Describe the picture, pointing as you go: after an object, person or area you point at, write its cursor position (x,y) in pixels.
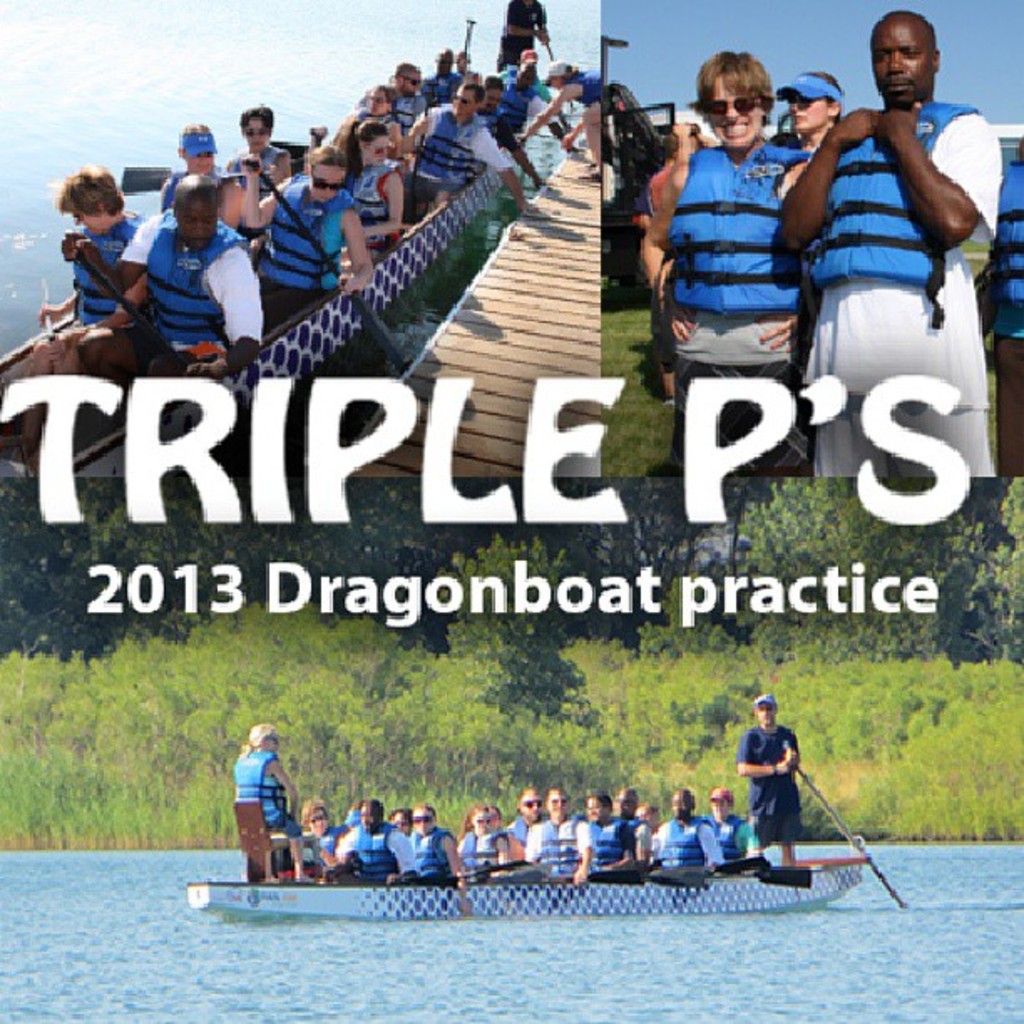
In the image we can see there are three pictures. In the left corner (176,171) picture we can see there are people (266,192) sitting in the boat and they are wearing a water jacket (297,197). In the right top (904,171) we can see there are people (811,216) standing, wearing clothes (770,220) and some people (754,159) are wearing goggles (721,105), and in the bottom (365,685) image we can see there are many trees (505,618), this is a text (310,492).
